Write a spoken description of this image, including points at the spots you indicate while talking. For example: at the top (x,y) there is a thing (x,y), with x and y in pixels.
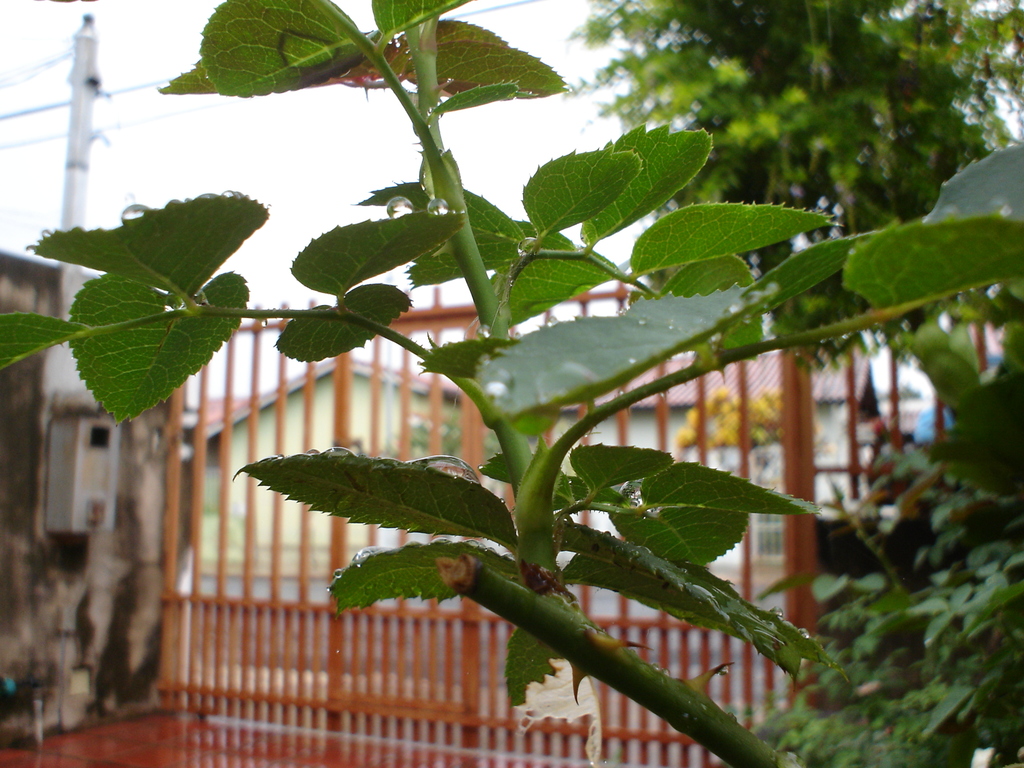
In this image I can see leaves (470,549) of a plant (621,520). In the background (501,492) I can see few trees (839,278), a pole (75,209), few wires (39,66), brown color gate (339,436) and few buildings (678,424). I can also see this image is little bit blurry from background (231,130).
